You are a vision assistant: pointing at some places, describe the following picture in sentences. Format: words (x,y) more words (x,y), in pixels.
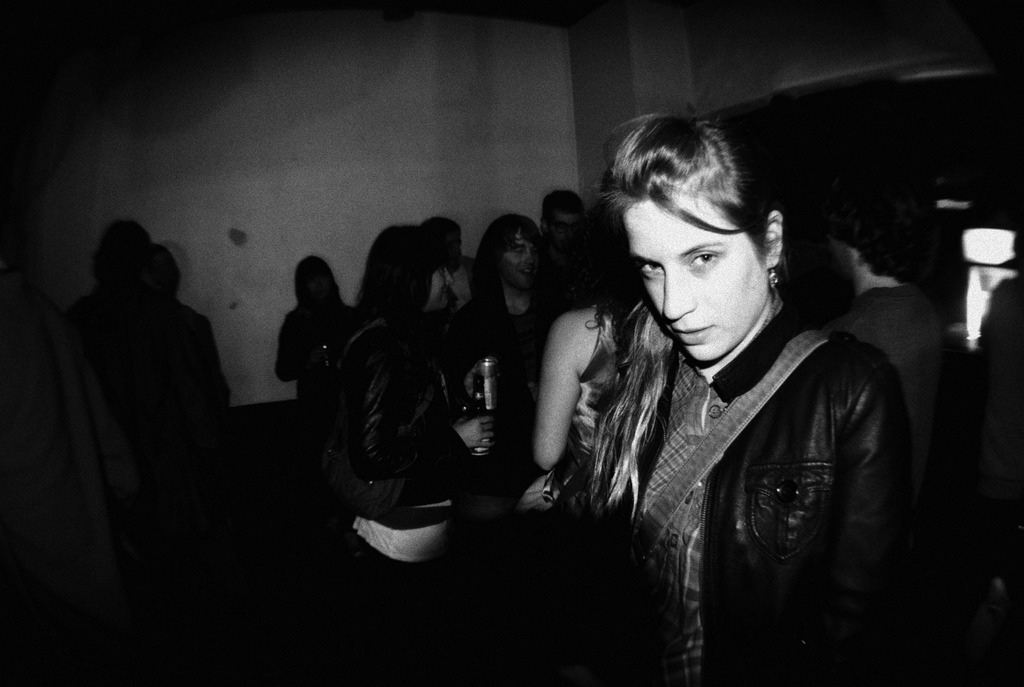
This is a black and white image. In this image we can see many persons (452,300) on the ground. In the background (445,131) there is wall (427,109).
